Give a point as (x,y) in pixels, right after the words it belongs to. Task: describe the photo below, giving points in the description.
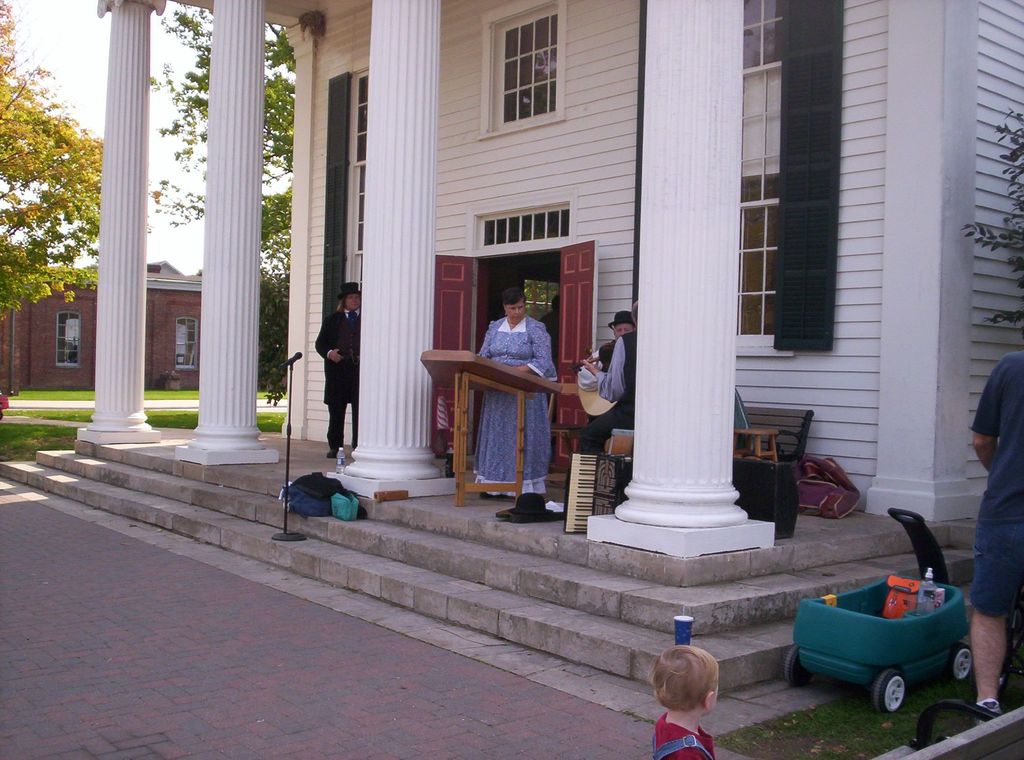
In this picture, we see the woman (512,422) in blue dress (499,447) is standing behind the table (518,382). Beside her, we see a man (617,363) sitting and holding a musical instrument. Behind them, we see a bench (785,447). Beside the woman (487,464), we see pillars (453,479). Behind her, we see a building (539,206) in white color. In front of them, we see a staircase (312,554) and a microphone (284,529) and a blue bag (318,495) are placed on the staircase (386,580). On the right side (927,564), we see a vehicle (886,645) in green color. We even see the boy (705,691) in the red shirt (674,738) is standing. In the background (46,226), there are trees (0,292) and buildings (160,292).
